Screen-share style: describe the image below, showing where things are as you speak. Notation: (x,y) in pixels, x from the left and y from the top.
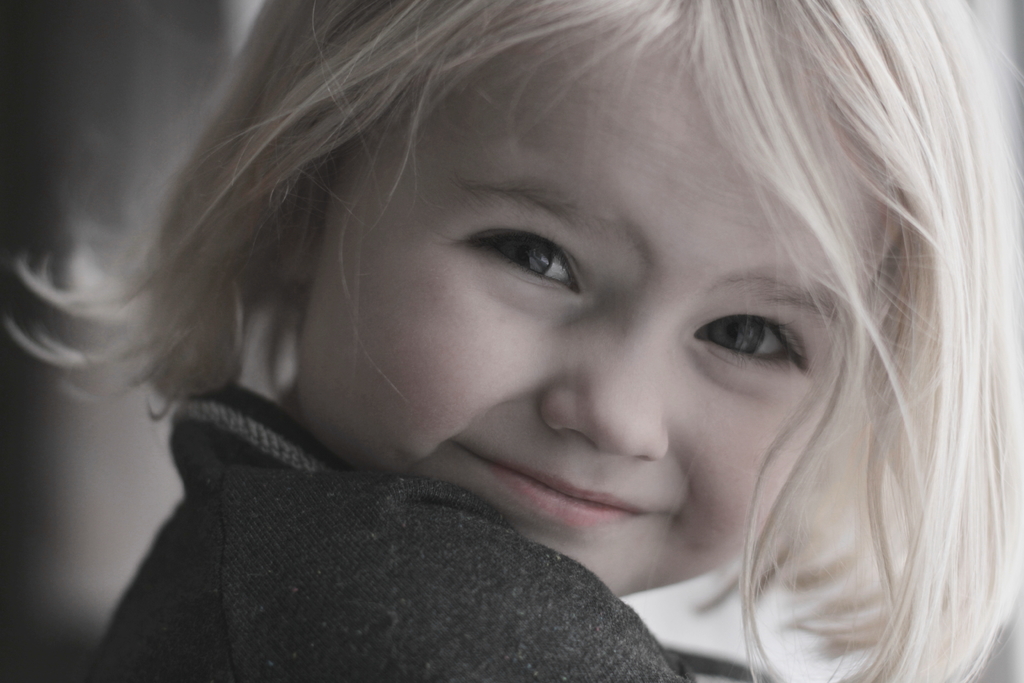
The picture consists of a kid (577,262). The background (23,185) is blurred.
